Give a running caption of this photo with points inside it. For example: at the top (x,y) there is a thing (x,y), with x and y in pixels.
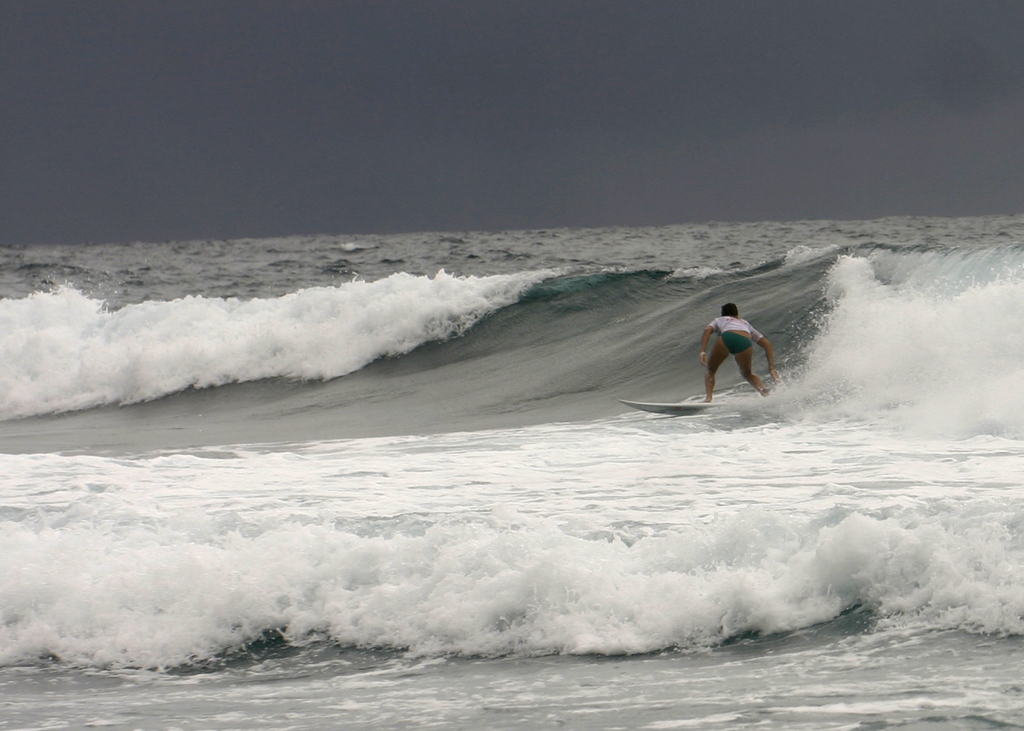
In this image, we can see a person (723,344) wearing clothes (723,344) and surfing on the sea (710,467). There is a sky (455,193) at the top of the image (448,101).
